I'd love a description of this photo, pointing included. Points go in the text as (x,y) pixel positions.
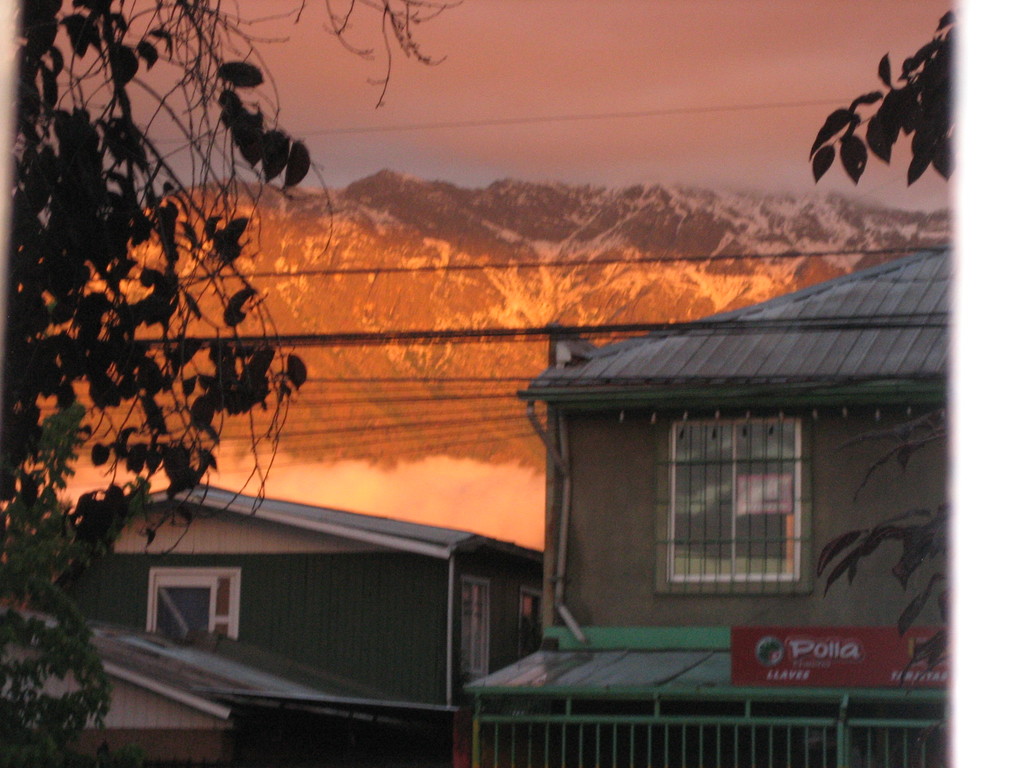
In this image there are houses (578,572) in the middle (615,458). In the background (540,223) there are mountains (515,195). On the left side (112,277) there are plants (78,406). At the top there are wires (410,332).
